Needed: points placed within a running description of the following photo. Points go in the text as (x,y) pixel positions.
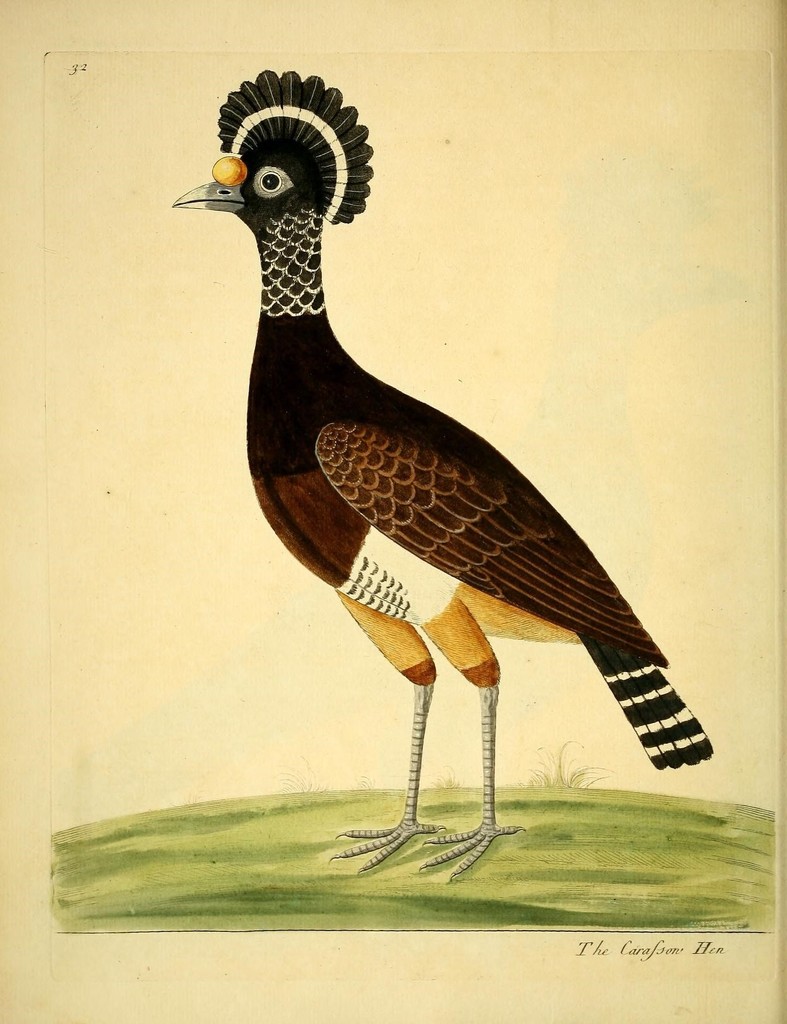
In this image I can see a painting (467,529) of a beautiful bird (392,438) standing on the grass (501,840).
